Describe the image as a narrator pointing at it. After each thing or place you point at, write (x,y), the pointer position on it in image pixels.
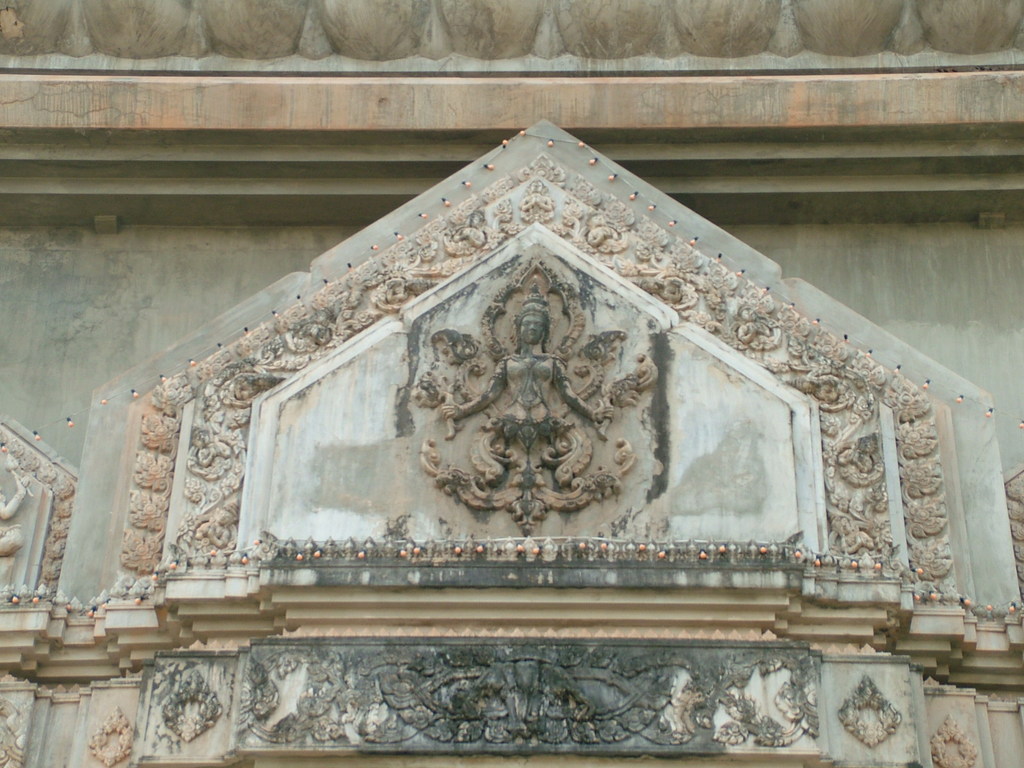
Here in this picture we can see a statue (517,373) carved on the front part of a building (431,236).
